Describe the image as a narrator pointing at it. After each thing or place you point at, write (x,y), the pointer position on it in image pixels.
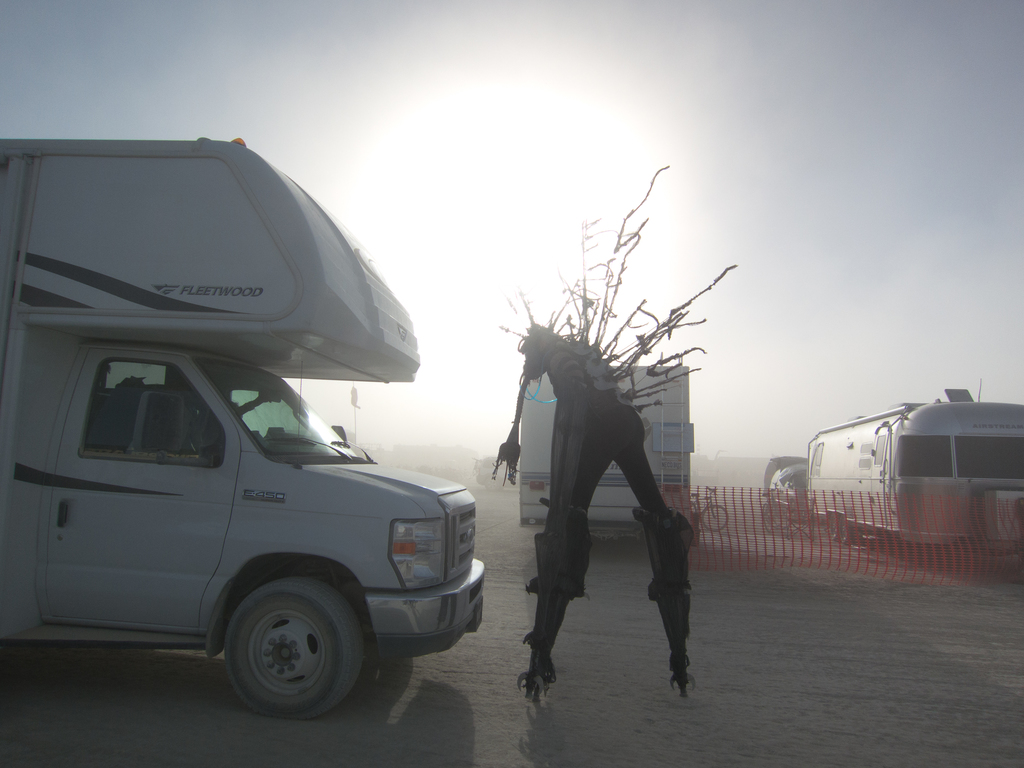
This picture is clicked outside. In the center (588,406) we can see some objects (665,578) and we can see the group of vehicles (974,419) and some other objects (703,493). In the background (370,136) we can see the sky (667,259) and we can see some objects (718,474) in the background (435,462).
